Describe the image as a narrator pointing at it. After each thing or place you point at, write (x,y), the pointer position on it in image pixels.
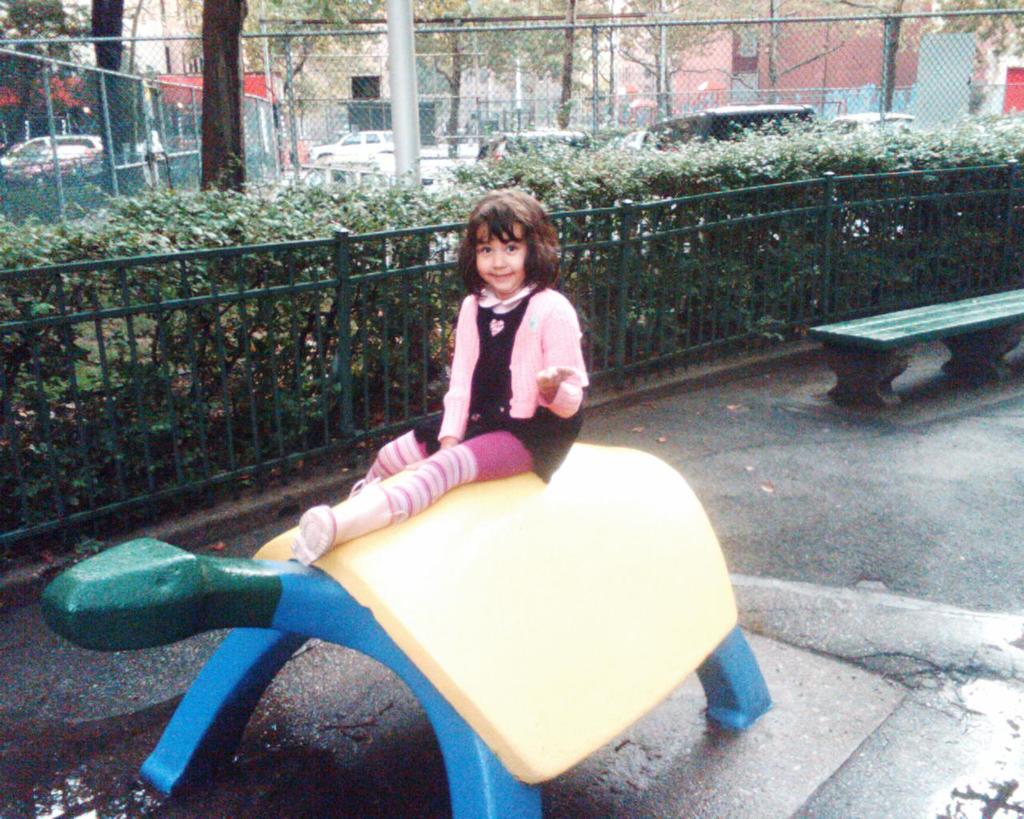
In this image I can see a bench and here I can see a girl (528,451) is sitting. I can see she is wearing pink and black colour dress (503,359). In the background (580,297) I can see fencing (118,421), plants (384,225), number of vehicles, few poles (291,159), few trees (430,4) and few buildings (716,32).
